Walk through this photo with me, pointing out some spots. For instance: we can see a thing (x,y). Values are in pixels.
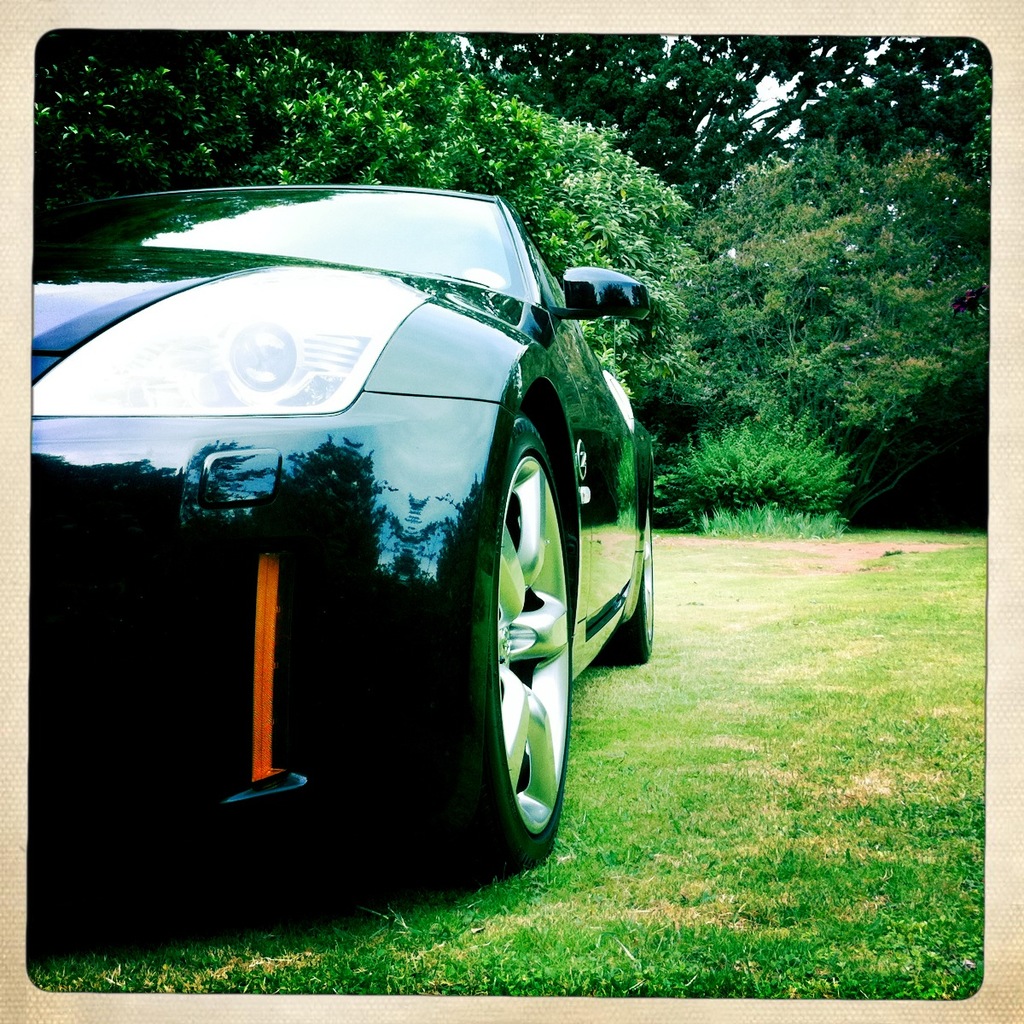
This picture seems to be a photo frame. In this image, on the left side (304,360), we can see a car (369,631) which is in black color and the car (540,626) is placed on the grass (577,695). In the background (690,198), we can see some trees (873,232). On the top (744,114), we can see a sky (783,98).
